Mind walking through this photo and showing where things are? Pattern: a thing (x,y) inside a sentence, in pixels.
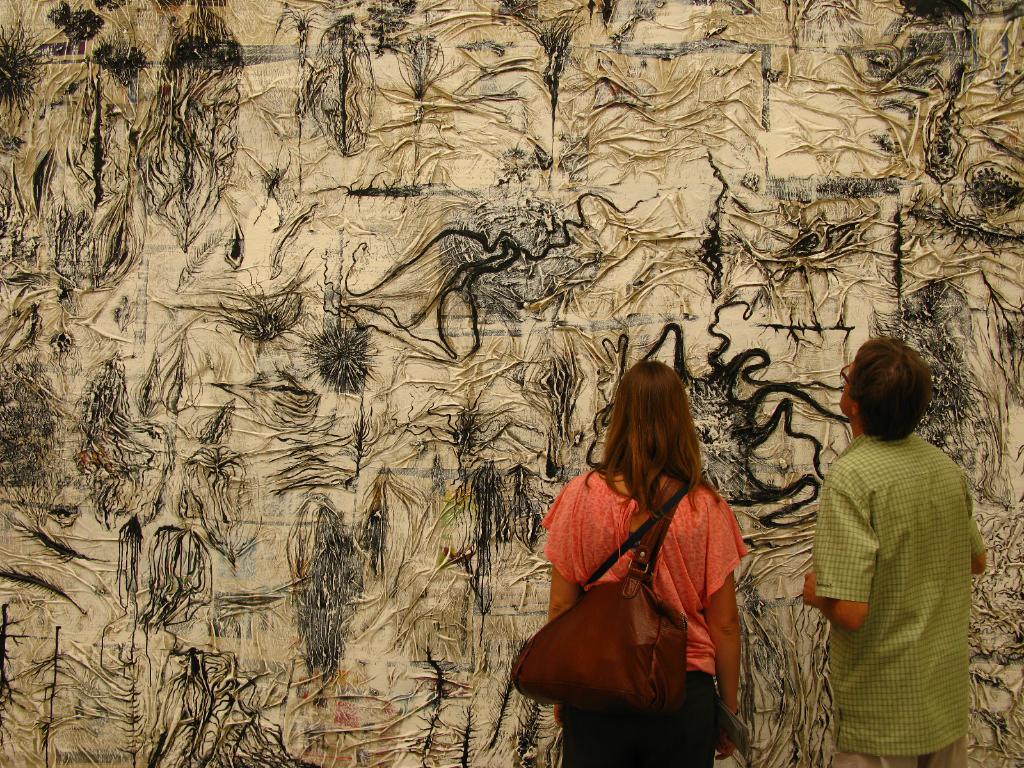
In this image I can see a man (860,563) and a woman (635,434) are standing. The woman (654,505) is carrying a bag (601,645). Here I can see a wall (227,219) which has some painting (280,264) on it.
